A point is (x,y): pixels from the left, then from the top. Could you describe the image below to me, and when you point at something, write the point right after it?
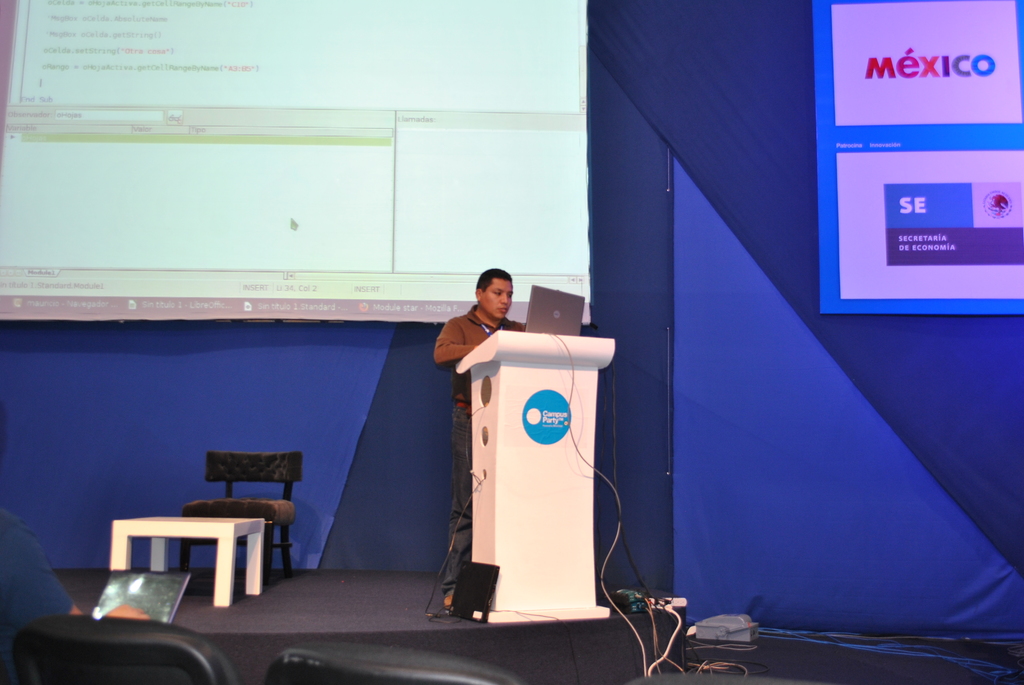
In the center (458,416) we can see one man (488,334). In front (526,502) we can see wood stand (566,419) on stand (528,348) we can see tab (549,314). Back of him there is a screen (156,187), banner (944,143), sheet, chair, table (161,548). In the bottom (24,657) we can see few chairs (173,641) and few more objects (776,637) around him.
